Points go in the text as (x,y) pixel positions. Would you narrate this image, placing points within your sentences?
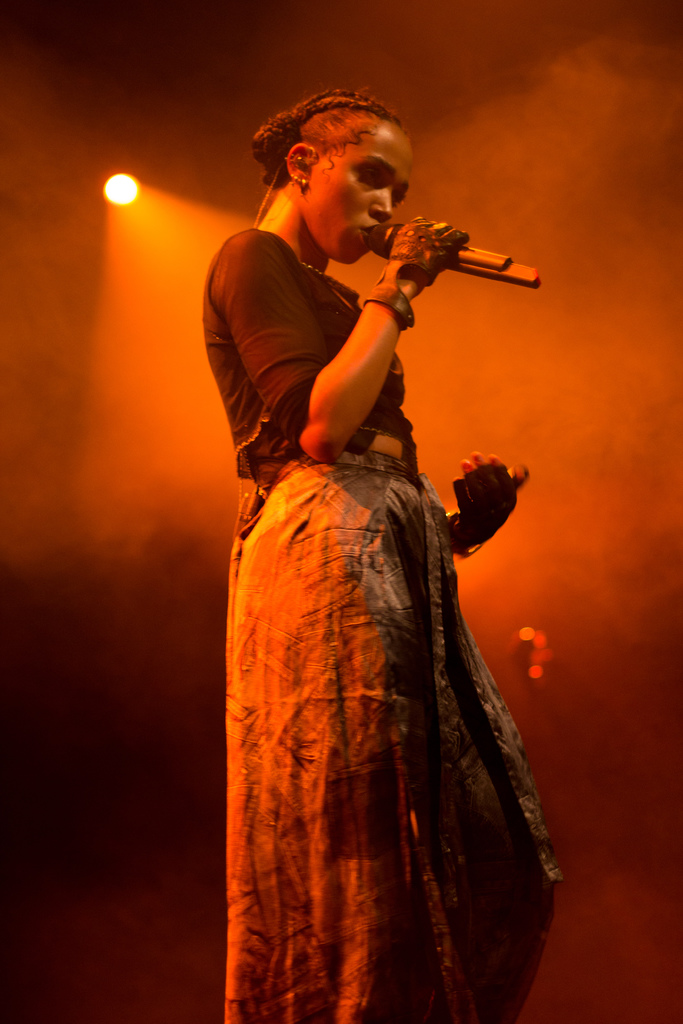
In this image we can see a woman (513,502) standing holding a mic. We can also see a light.
